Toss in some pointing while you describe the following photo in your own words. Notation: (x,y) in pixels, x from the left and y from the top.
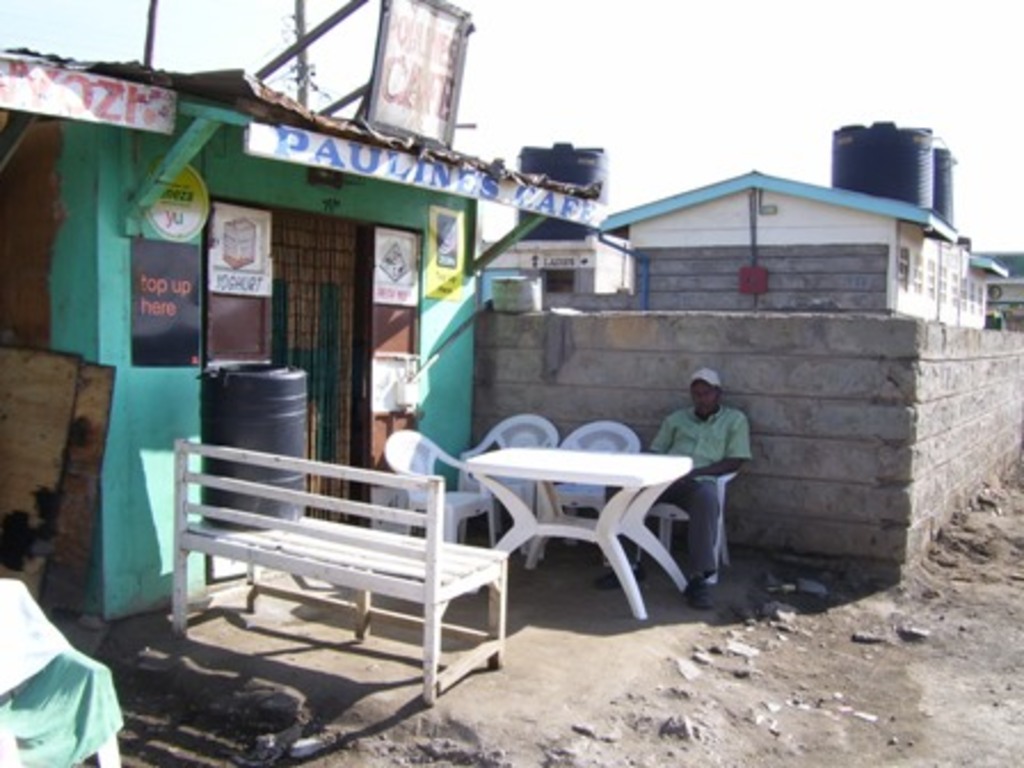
In this picture I can see few houses (608,285) and few boards (233,212) with some text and a drum (234,470) behind the bench (339,503). I can see chairs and a human (707,508) sitting on the chair (723,519) and I can see a table (654,543) and few water tanks (893,161) on the house (847,194) and a cloudy sky (676,142).
